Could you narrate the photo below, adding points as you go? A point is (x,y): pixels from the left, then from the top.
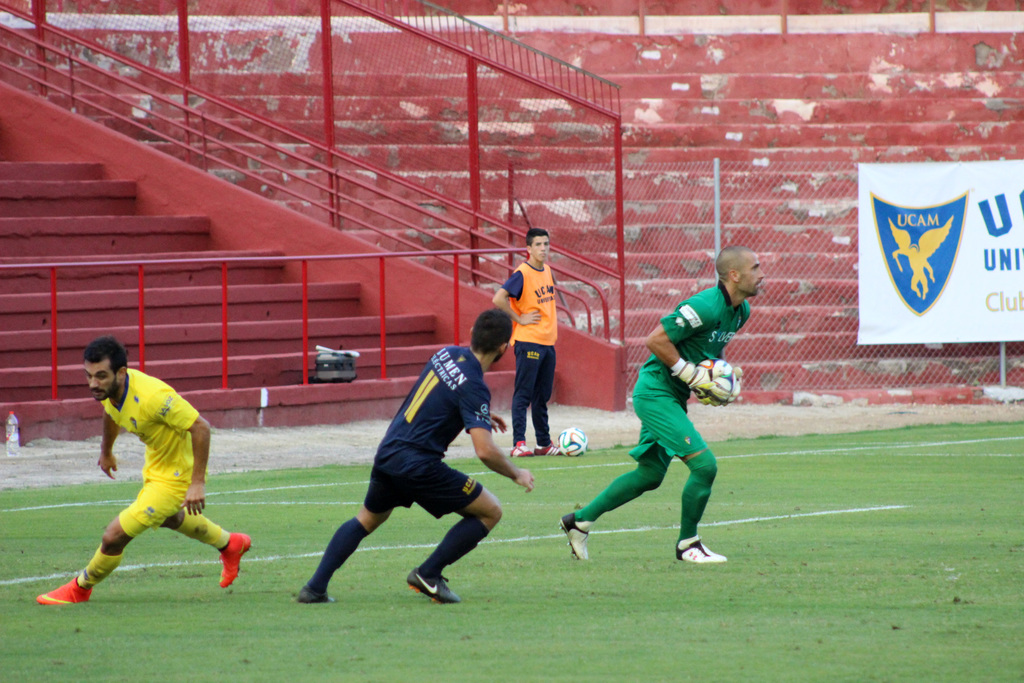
On the background (801,116) we can see a wall (801,116) with bricks (838,206), board (932,234) and net (737,212), stairs (325,292). Here we can see three men (161,498) running and playing with a ball (723,371) in a play ground (289,673). Here we can see a man (554,365) standing near to the ball (573,443). Here we can see a ball (567,432).
